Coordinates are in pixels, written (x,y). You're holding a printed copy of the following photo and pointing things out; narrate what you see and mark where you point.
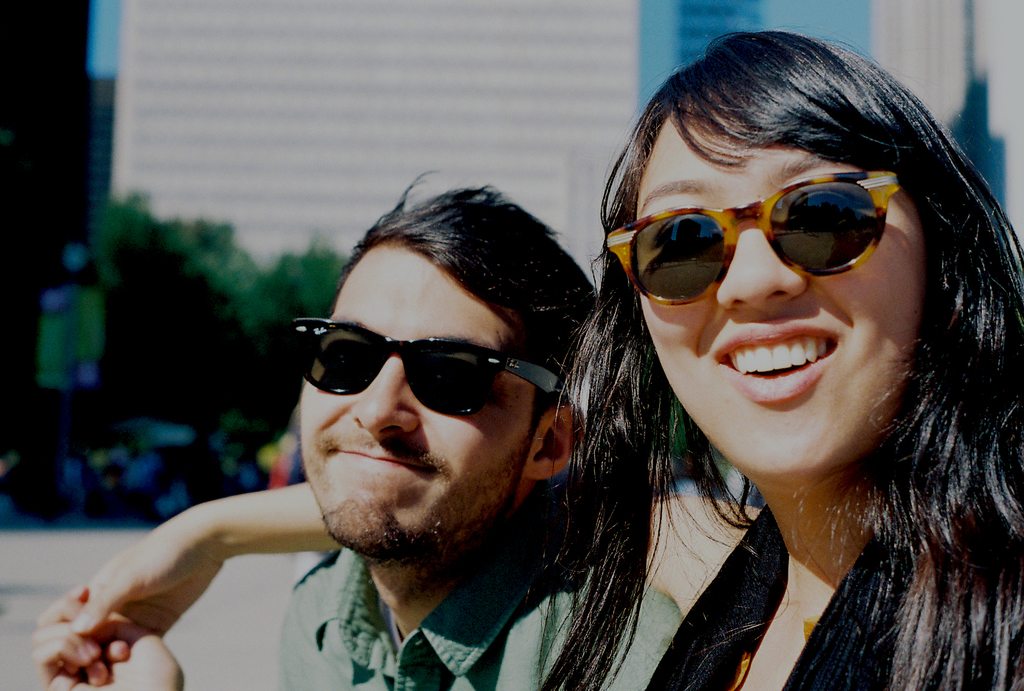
In front of the picture, we see the woman (738,574) in the black dress (731,607) is sitting beside the man (385,562) who is wearing a green shirt (465,676). She is trying to put her hand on the shoulders (292,667) of the man (328,384). Both of them are wearing goggles (671,253). They are smiling. In the background (185,293), we see trees (238,248) and buildings (345,212). It is blurred in the background (57,393). This picture is clicked in the city and it is a sunny day.
